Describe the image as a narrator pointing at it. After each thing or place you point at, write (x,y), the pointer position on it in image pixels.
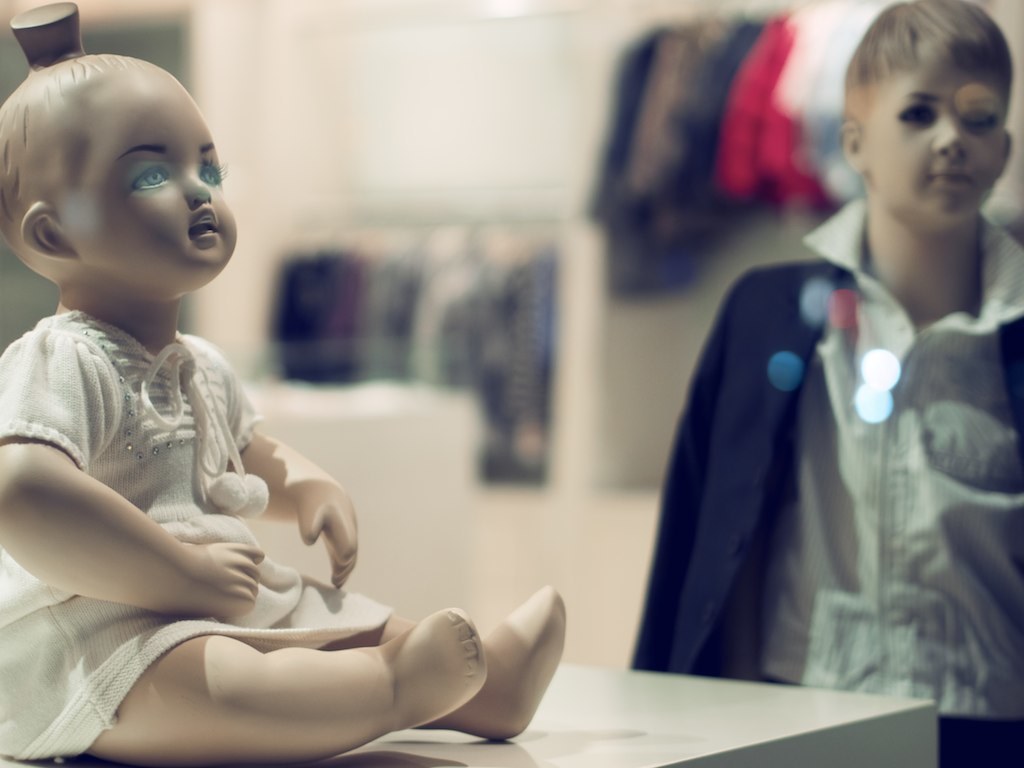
In this image we can see there is a doll (171,500) and a mannequin (714,475). There are clothes (712,139).
